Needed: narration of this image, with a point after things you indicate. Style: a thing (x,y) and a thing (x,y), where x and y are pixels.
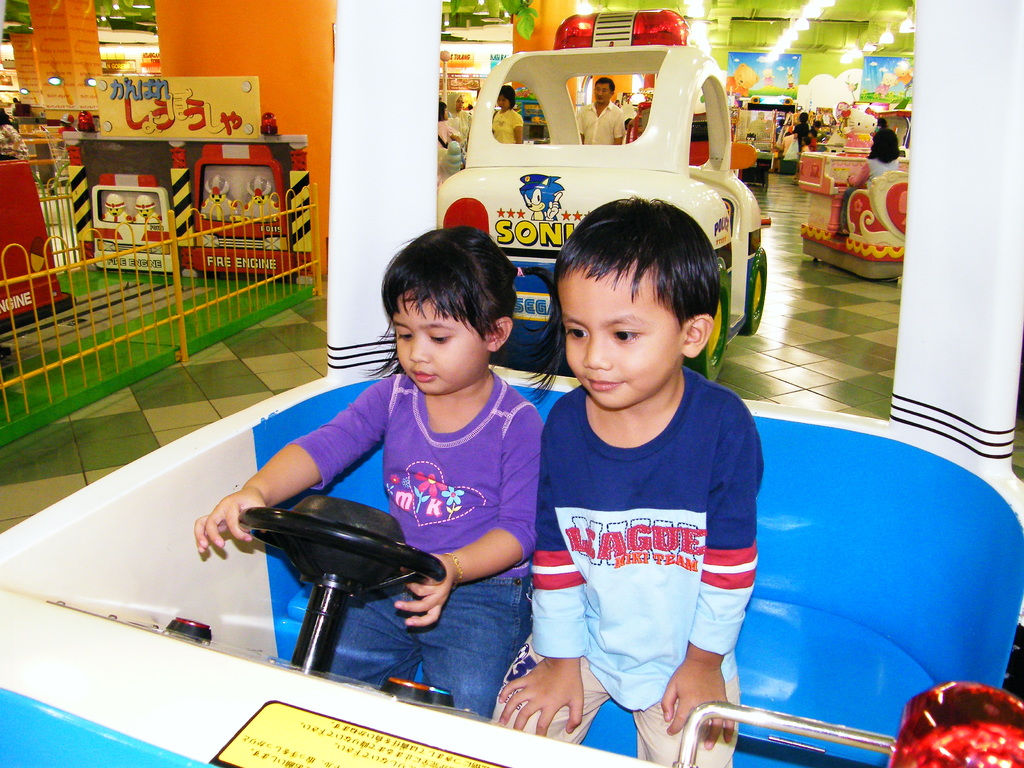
In this picture there are children (513,391) in the center of the image (497,394) inside a toy car (368,268) and there are people (504,134), posters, lights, and gaming equipment (616,186) in the background area (525,163).
